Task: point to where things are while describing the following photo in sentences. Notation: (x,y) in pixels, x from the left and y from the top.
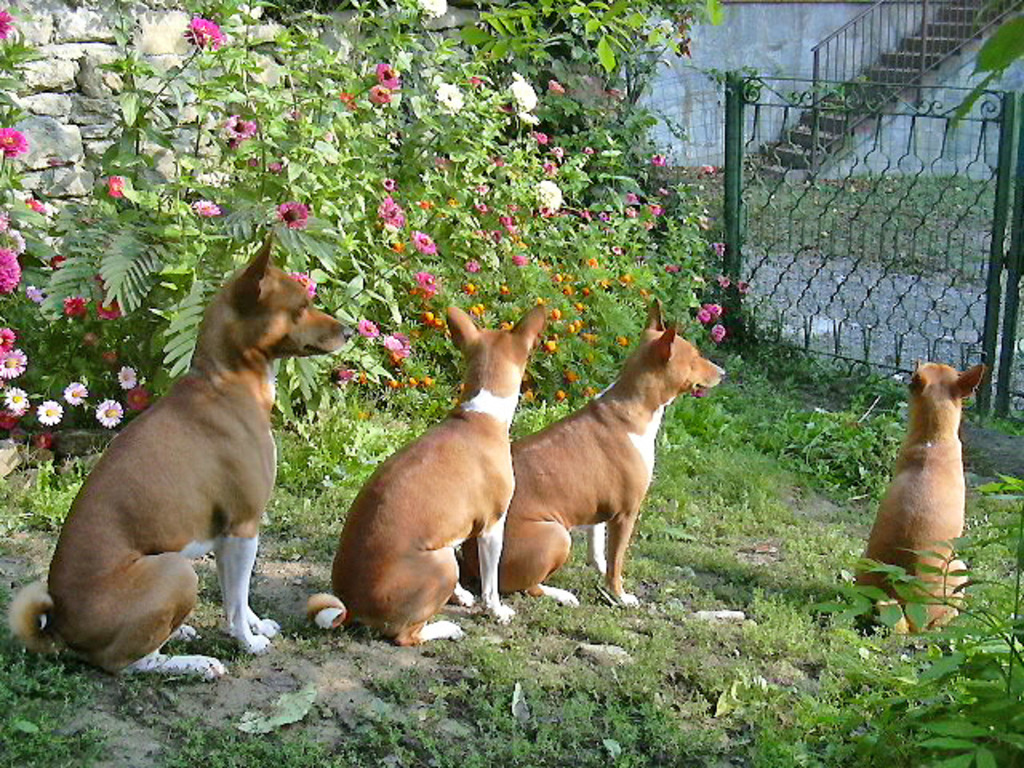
In this picture there are dogs (56,637) in the center of the image (644,365) and there is a boundary (997,193) on the right side of the image (760,113) and there are stairs (934,62) at the top side of the image (995,27), there are flower plants (602,217) in the center of the image (379,273).
